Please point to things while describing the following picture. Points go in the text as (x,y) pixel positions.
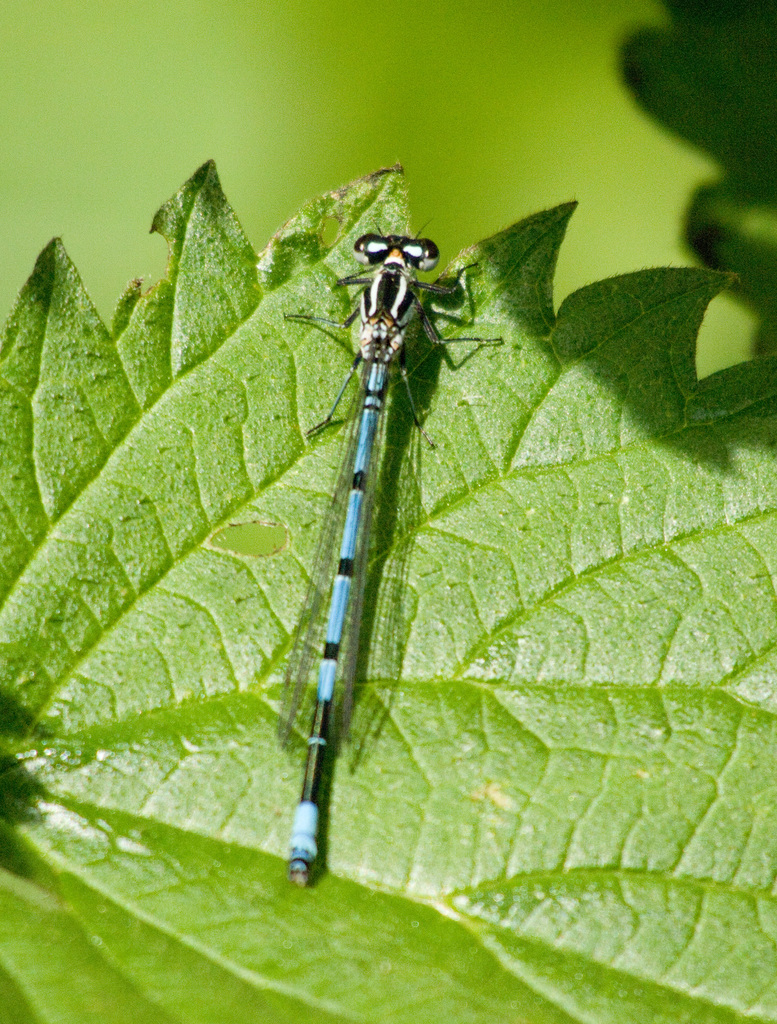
In this image I see the green leaf (203,498) and I see an insect (331,411) over here which is of black, blue and white in color and I see that it is totally green in the background (445,151).
